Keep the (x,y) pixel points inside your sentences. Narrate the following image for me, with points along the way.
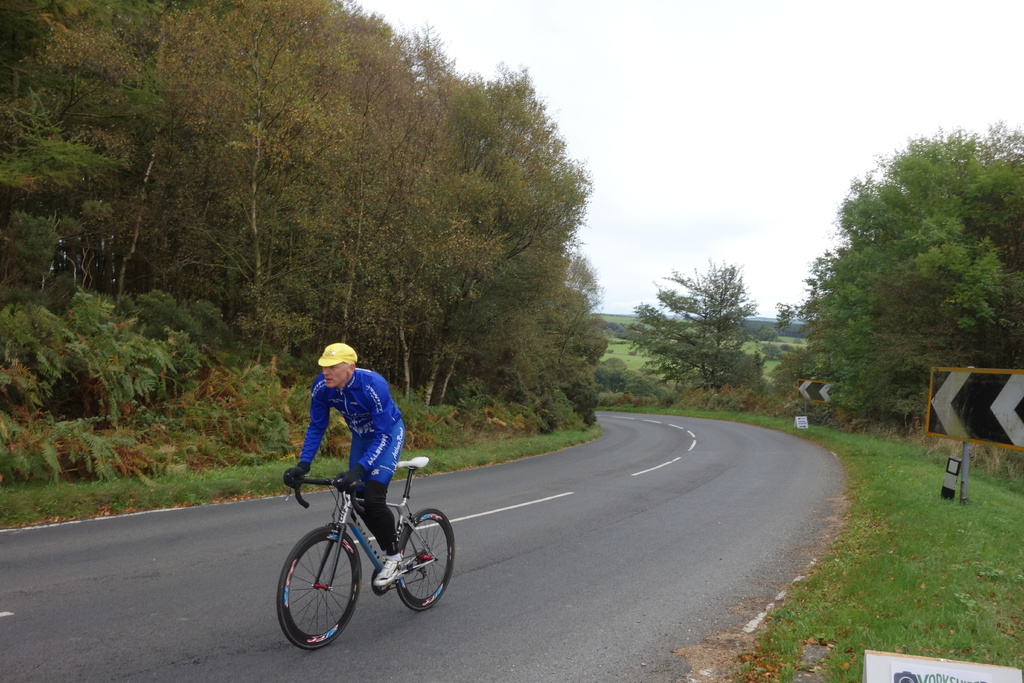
In this picture we can see a man (371,520) is riding a bicycle (343,525) on the road (328,500). Behind the man (358,439) there are trees (298,172) and the sky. On the right side of the image (919,496), there is grass (927,469) and there are poles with boards (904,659) attached to it.
